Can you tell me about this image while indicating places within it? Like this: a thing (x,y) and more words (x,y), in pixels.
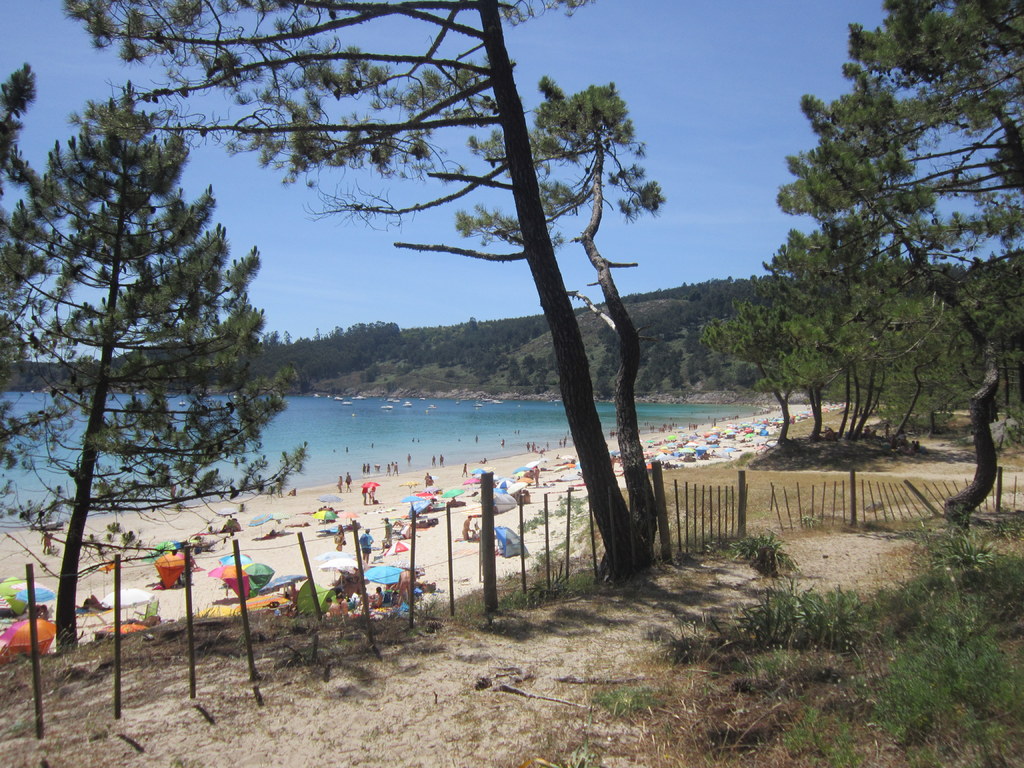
On the left side (291,493), there are umbrellas (415,482) arranged, under these umbrellas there are persons (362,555) and outside these umbrellas (371,491), there are persons (466,528). Beside them, there are trees (584,467) and a fence (491,504) on the ground (554,493). On the right side (941,549), there are trees (953,280), plants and grass (799,735) on the ground (748,623). In the background (555,415), there are a mountain (702,289), ocean (385,449) and there is sky (235,207).
